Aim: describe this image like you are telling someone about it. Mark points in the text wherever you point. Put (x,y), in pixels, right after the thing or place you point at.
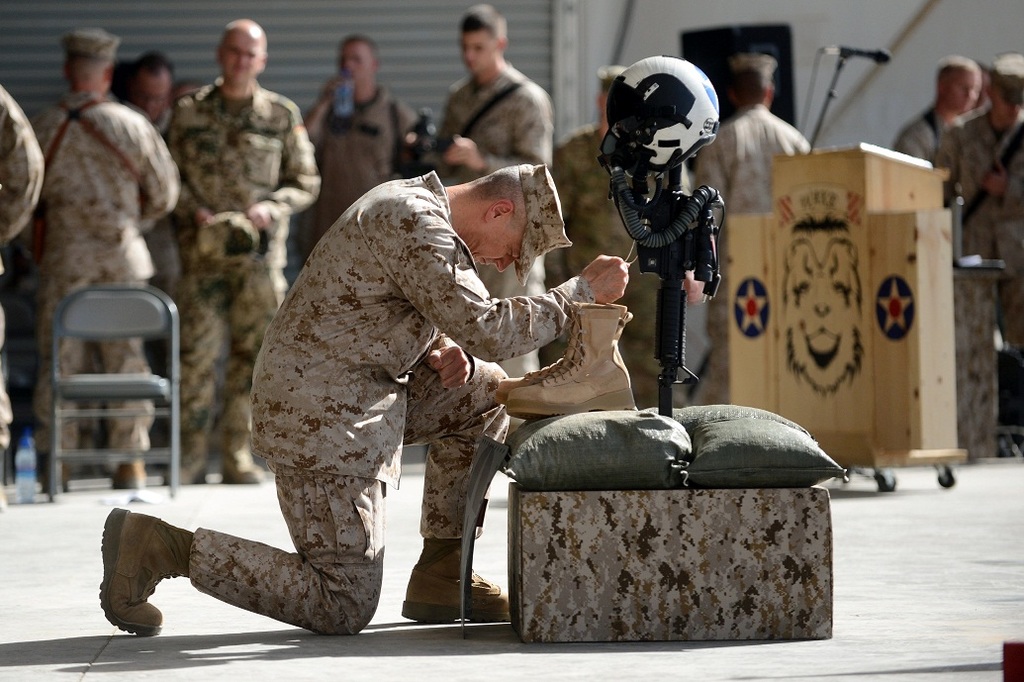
In the image in the center (482,359) we can see one person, box (657,551), pillow (633,447), stand (672,342), helmet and pair of shoes (617,358). And we can see the person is holding thread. In the background (531,8) there is a shutter (408,4), wall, box (888,307), chair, water bottle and few other objects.
